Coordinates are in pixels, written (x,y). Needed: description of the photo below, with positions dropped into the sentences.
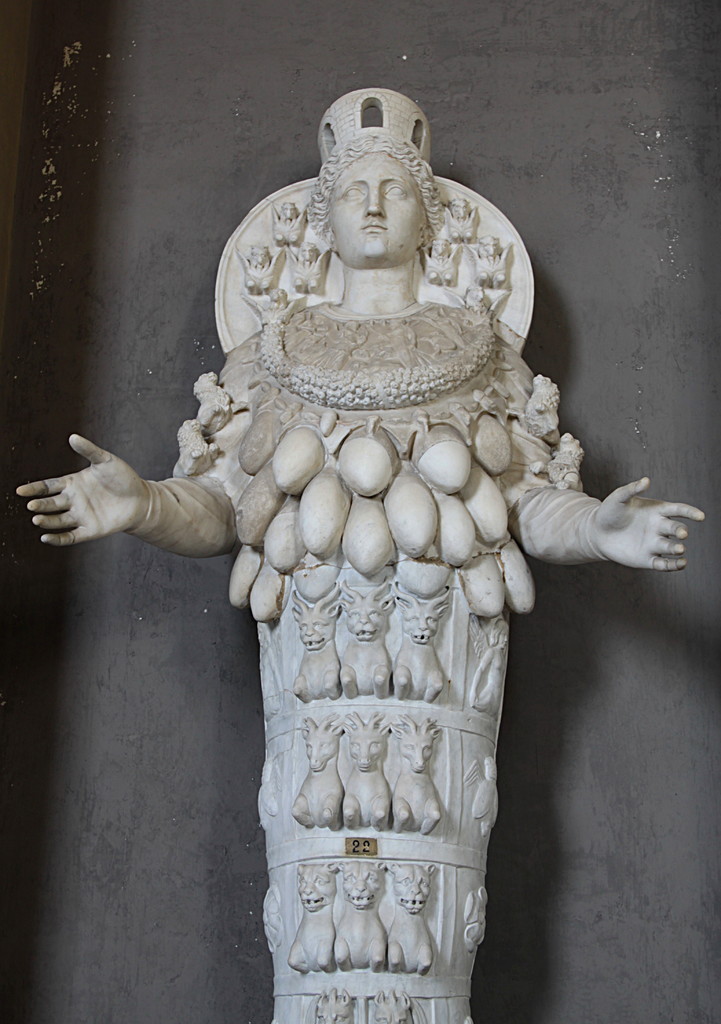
In this image there is a white colour statue (335,529) of a girl (317,782). There are so many engravings (349,689) on the statue (412,541). In the background (616,150) there is a wall (620,176).
